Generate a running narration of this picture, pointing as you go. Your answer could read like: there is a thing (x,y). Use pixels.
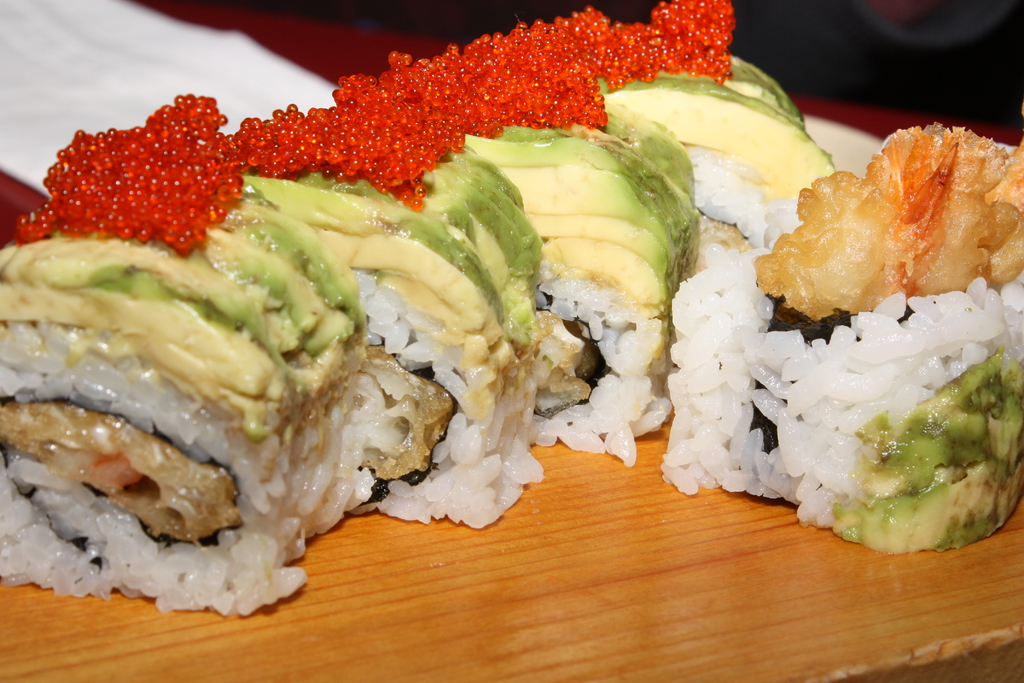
In this picture we can see food (690,403).
